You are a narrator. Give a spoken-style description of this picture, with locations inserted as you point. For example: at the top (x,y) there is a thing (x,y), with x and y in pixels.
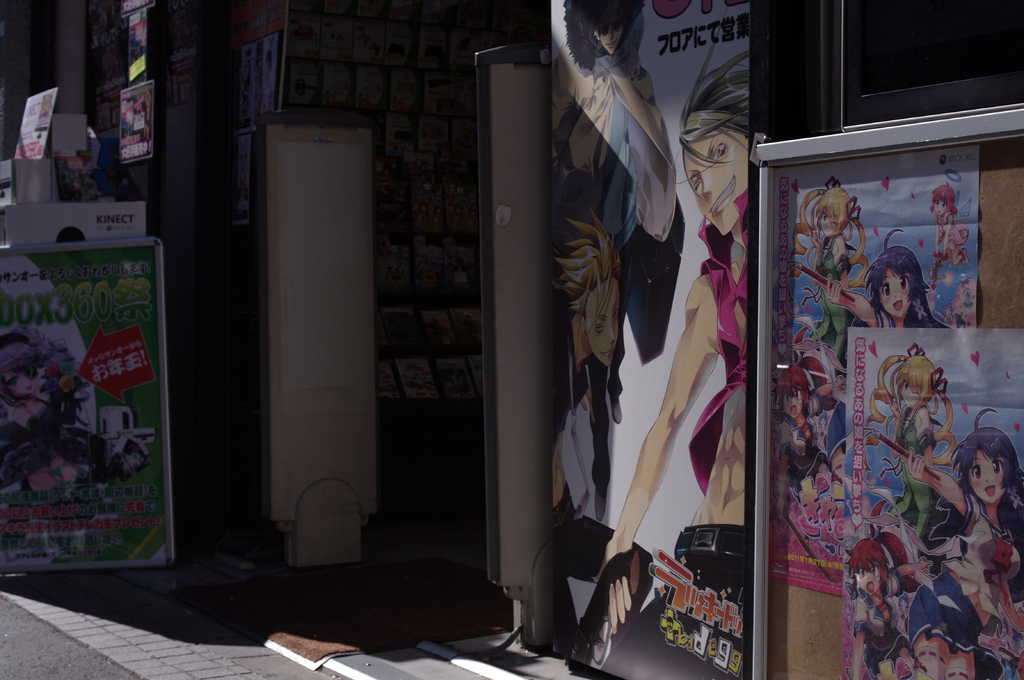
In this image I can see many boards (601,509) and mat (321,640) in-front of the store (225,322). I can see few boards (143,148) attached to the store (172,82). Inside of the store (363,175) I can see few objects (390,263). These boards (85,490) are colorful.
